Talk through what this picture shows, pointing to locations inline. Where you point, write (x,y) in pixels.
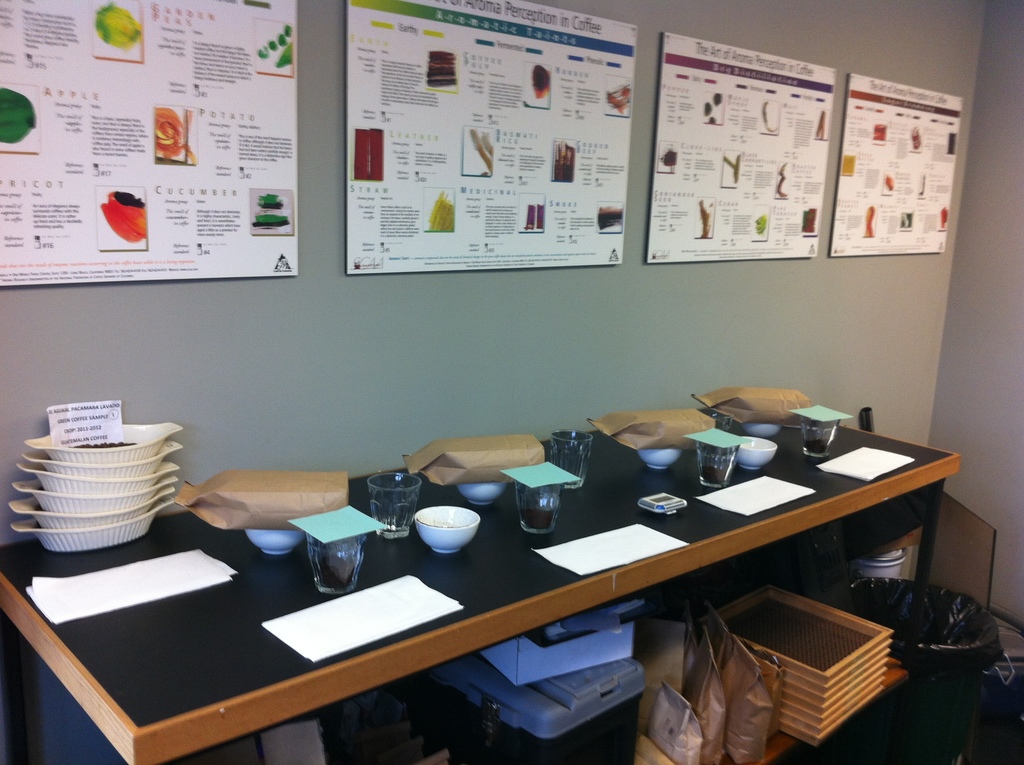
In the picture I can see glasses (528,524), paper bags (240,518), bowls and some other objects (219,580) on the table (267,637). In the background (453,419) I can see boards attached to the wall (516,350). On the boards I can see something written on them. Here I can see plates (853,691) and some other objects (745,695).
